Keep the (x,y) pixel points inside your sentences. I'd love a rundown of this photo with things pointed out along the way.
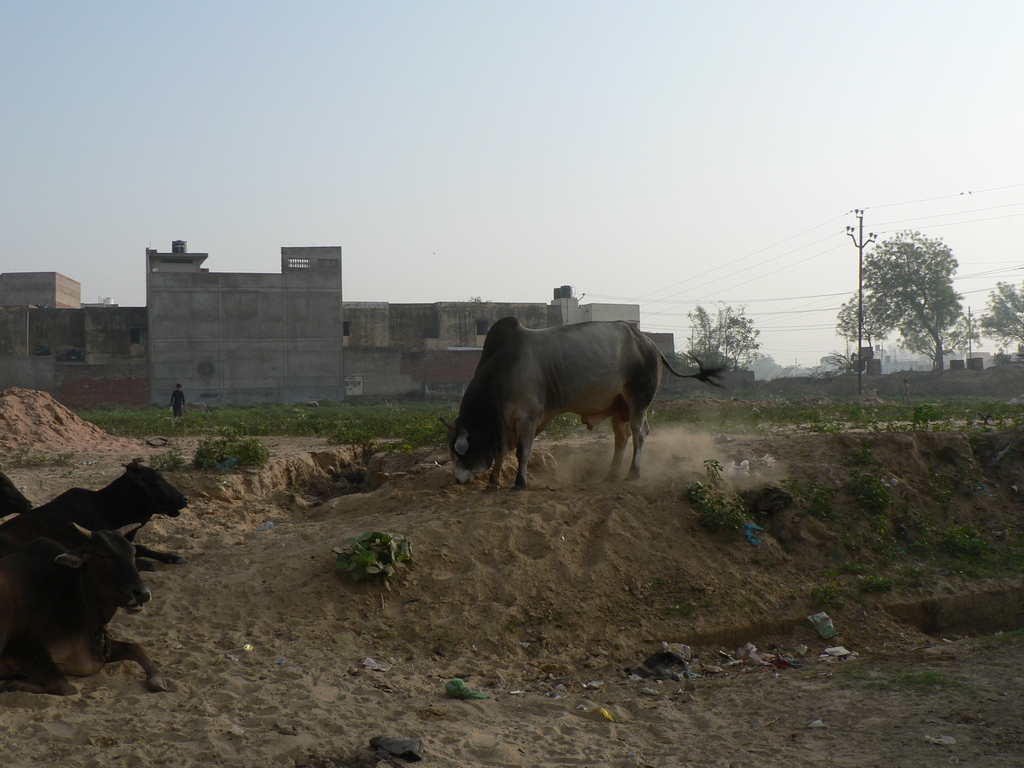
In the image, there is an ox (597,410) pawing the dirt (460,490) and in front of the ox (485,466) there are three other animals (58,663) laying on the sand (104,744) and in the background (81,326) there is a building (250,356) and in front of the building (169,393) there is a person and there are some trees (894,307) beside the building (5,322).
